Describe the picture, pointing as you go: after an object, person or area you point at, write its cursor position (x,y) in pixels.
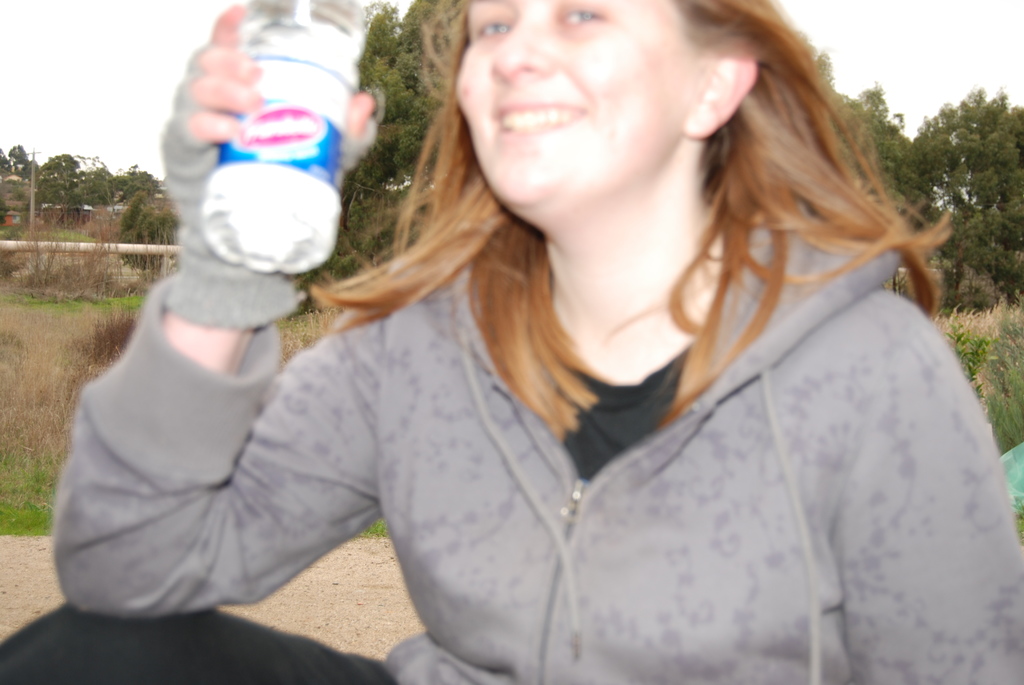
In the picture we can see a woman (406,243) sitting on down and holding a bottle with smiling face (634,150), in the background (366,243) we can see a grass (24,518), dry grass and a trees (383,238) with sky (105,112).
